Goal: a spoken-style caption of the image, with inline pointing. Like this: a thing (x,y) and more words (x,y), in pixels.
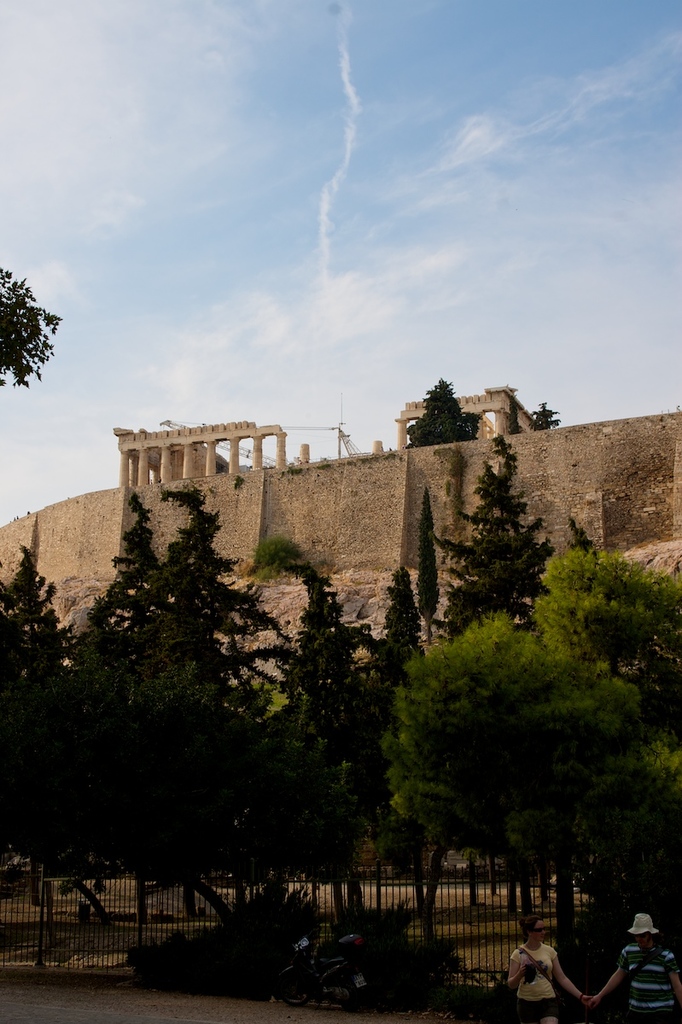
In this image in the front (636,971) there are persons (545,976). In the center (285,676) there are trees (235,736) and there is a fence (514,933). In the background (330,518) there is a fort (409,465) and the sky (323,139) is cloudy.
